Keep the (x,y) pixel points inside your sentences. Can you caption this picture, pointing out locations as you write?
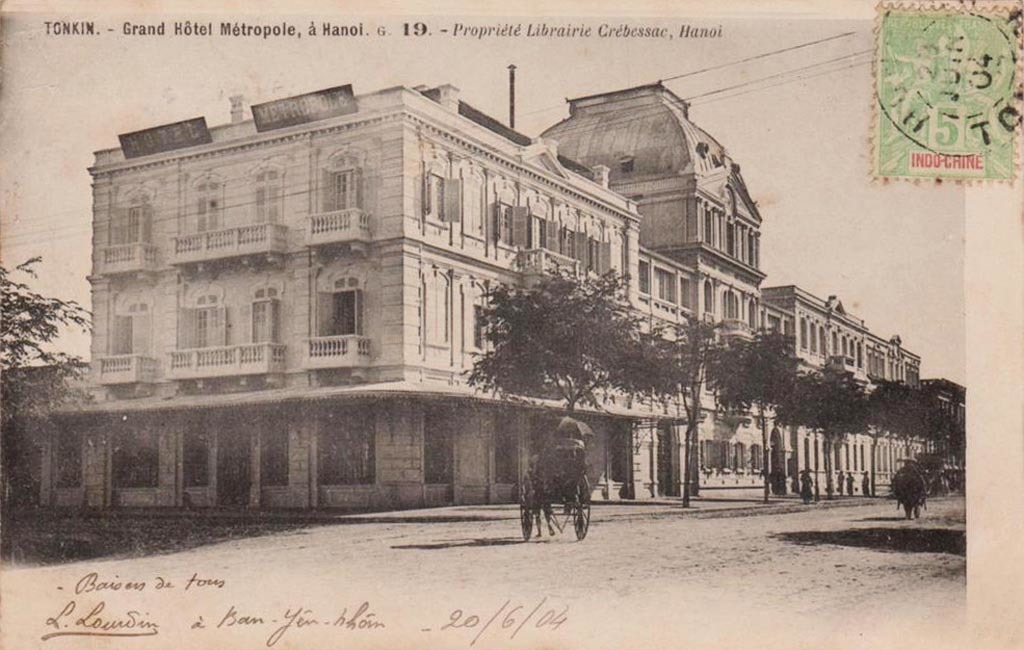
In this picture we can see a poster (535,222), in the poster (150,117) we can see few buildings (187,236), trees (569,333), few people (851,491) and a cart (579,533), at the top (335,36) and bottom of the image (314,616) we can find some text (569,28), in the top right hand corner (878,109) we can see a stamp (981,131).
